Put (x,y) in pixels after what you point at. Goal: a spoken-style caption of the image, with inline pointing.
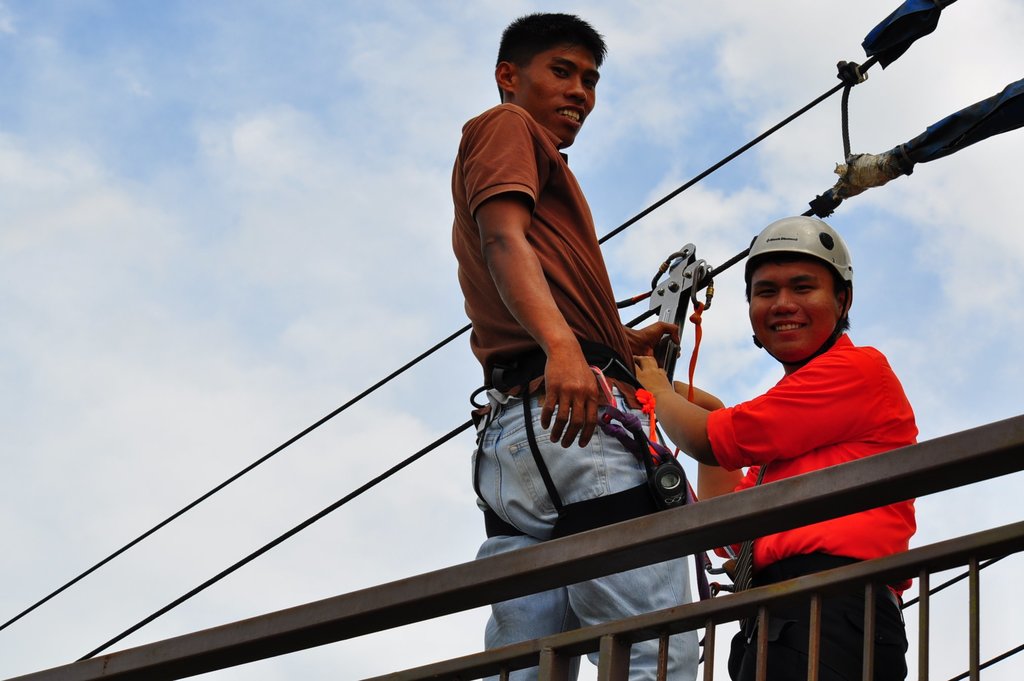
The person (855,415) wearing red dress (825,412) is holding an object (671,308) which is attached to a wire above it and there is another person (602,302) standing beside him and there is a fence (865,635) beside them.
